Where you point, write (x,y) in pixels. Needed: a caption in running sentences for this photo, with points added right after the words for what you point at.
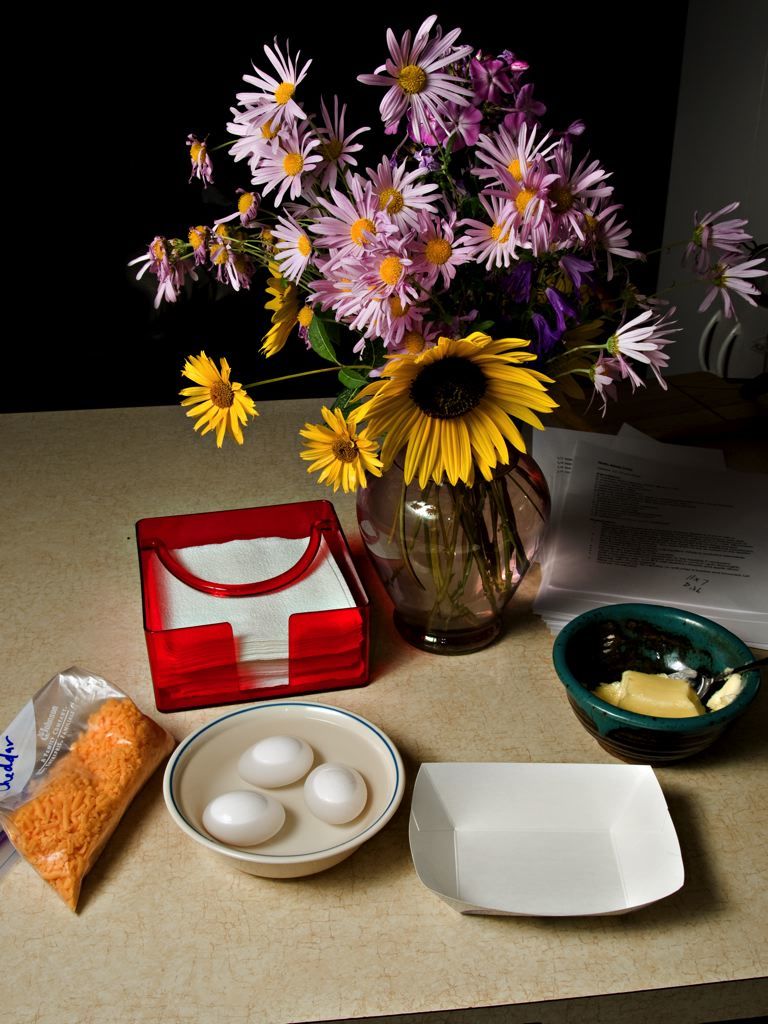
This image consists of a flower pot (505,445) and bowls (312,827) in which there are eggs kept on a table (301,937). And there is a tissue box (186,636) in red color.
